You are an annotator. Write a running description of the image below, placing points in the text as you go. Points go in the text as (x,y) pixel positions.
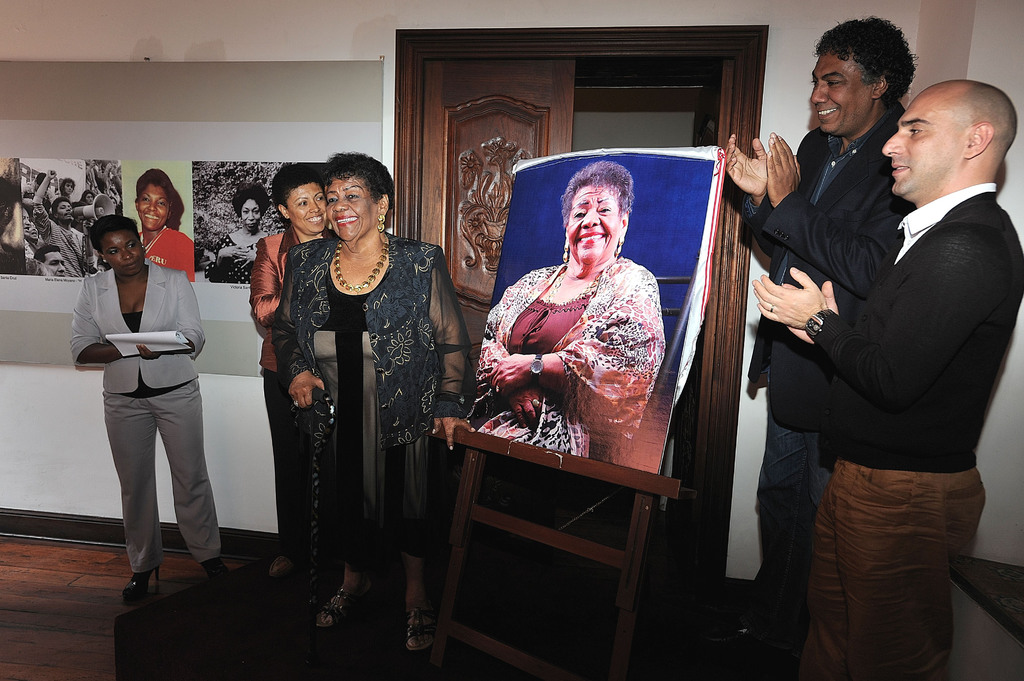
In this image I can see a stand (526,455) in the centre (499,322) and on it I can see a picture (505,360) of a woman (580,225). On the both side of this picture (568,240) I can see number of people (805,470) are standing and behind them I can see a brown colour door (485,161). On the left side of this image (120,220) I can see a woman (118,367) is holding a papers (171,332) and behind her I can see few pictures (98,189) of people (34,238).
